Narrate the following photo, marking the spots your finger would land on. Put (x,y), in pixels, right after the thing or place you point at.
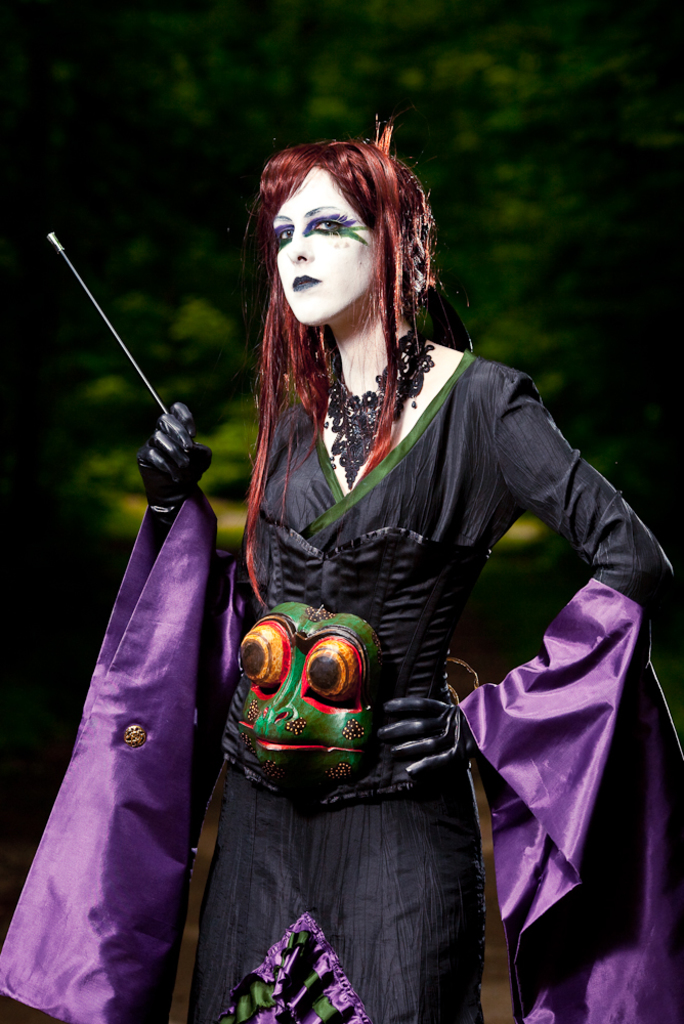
In this picture there is a person (288,463) with costume (313,980) is standing. At the back (382,57) it looks like a tree (321,110) and the image is blurry.
